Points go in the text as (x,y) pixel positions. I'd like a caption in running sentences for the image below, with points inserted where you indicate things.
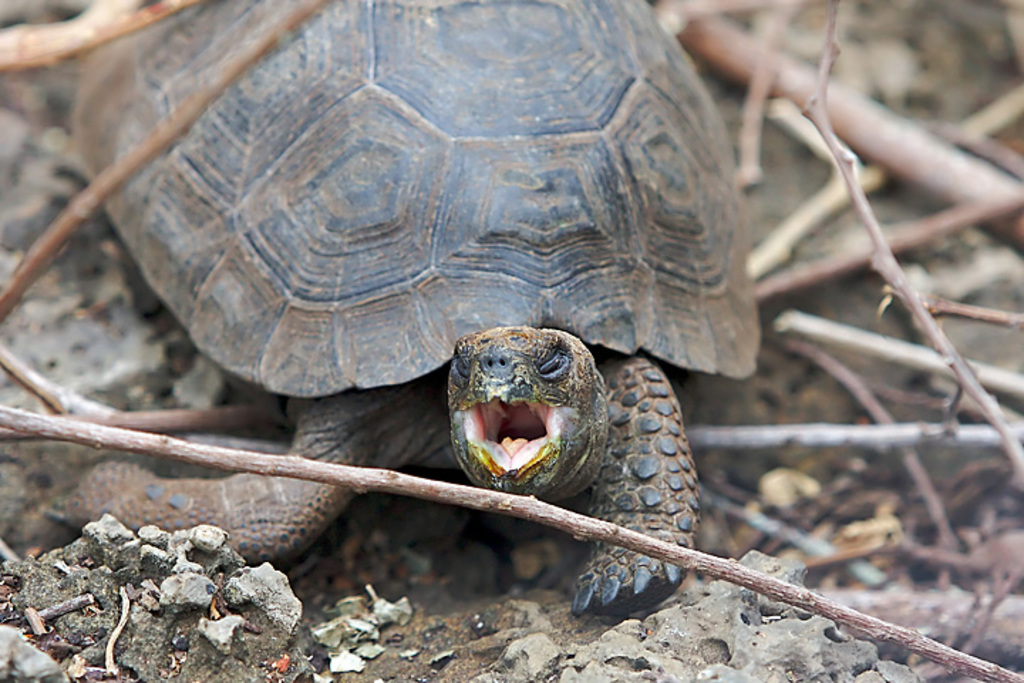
In this image, we can see a tortoise (478,387). We can see the ground (332,574) with some objects (375,642) and a few wooden sticks (948,555).
